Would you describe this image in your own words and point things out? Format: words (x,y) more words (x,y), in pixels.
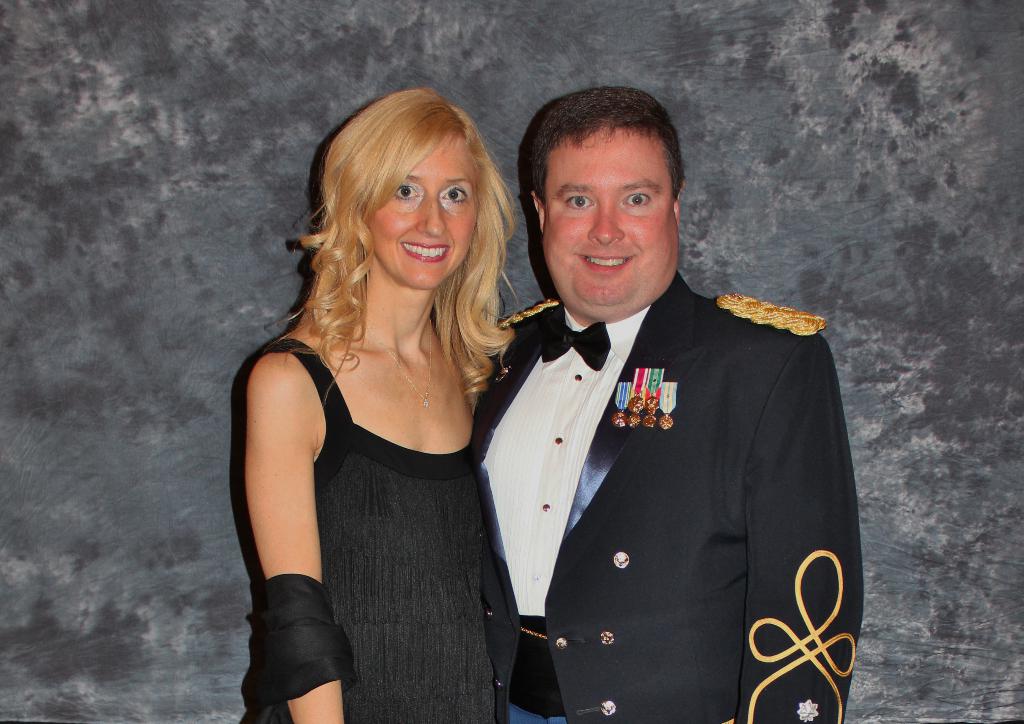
In this image I can see two persons (596,452) standing, the person (741,497) at right (697,496) is wearing black color blazer (669,552) and white color shirt (550,481) and the person (479,509) at left (275,493) is wearing black color dress (443,534) and I can see the gray color background (276,85).
